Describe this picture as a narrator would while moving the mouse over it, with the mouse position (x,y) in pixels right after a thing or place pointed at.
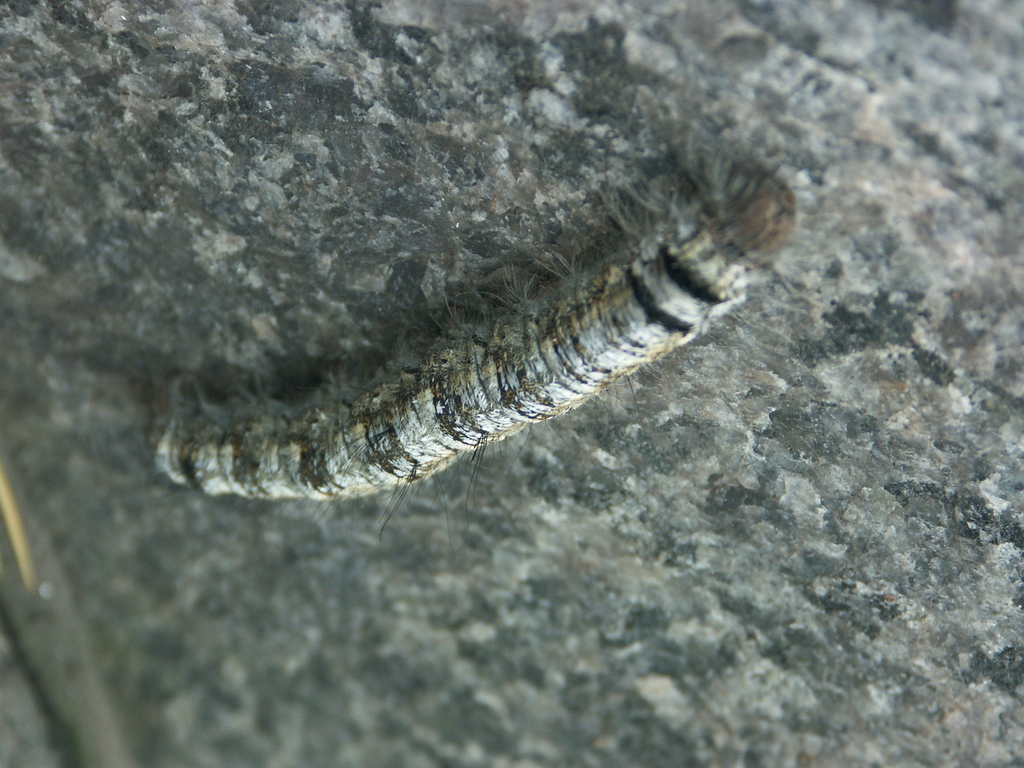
In the foreground of this image (384,418), there is an insect (611,364) on the surface (652,516).
